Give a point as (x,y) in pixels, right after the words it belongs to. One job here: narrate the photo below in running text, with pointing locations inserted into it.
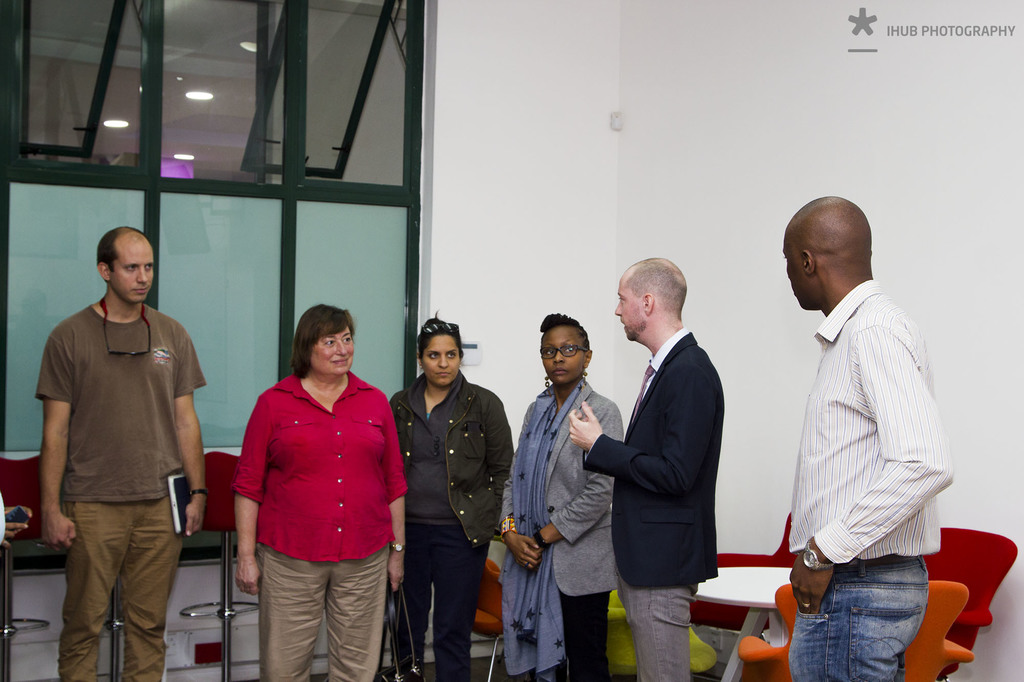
In this image, I can see three women (355,477) and three men (193,425) standing. I think these are the chairs (22,499). This looks like a table (732,602). I can see the glass doors (304,141). This is the wall (731,181), which is white in color. At the top right corner of the image (867,53), I can see the watermark (863,14).
